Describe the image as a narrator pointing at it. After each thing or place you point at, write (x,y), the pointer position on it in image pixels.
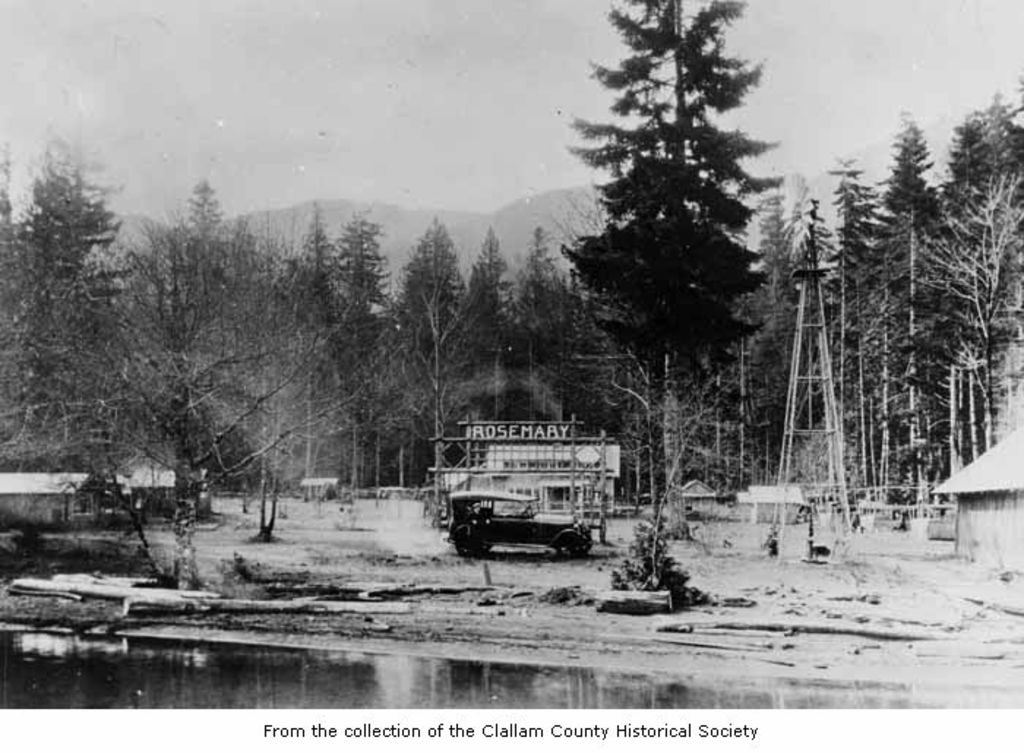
In this picture we can observe a vehicle (507,529) on the land (389,527). There is some water (269,674). We can observe a house (547,465). In the background (364,400) there are trees (420,333), hills (384,227) and a sky (427,122). This is a black and white image.
